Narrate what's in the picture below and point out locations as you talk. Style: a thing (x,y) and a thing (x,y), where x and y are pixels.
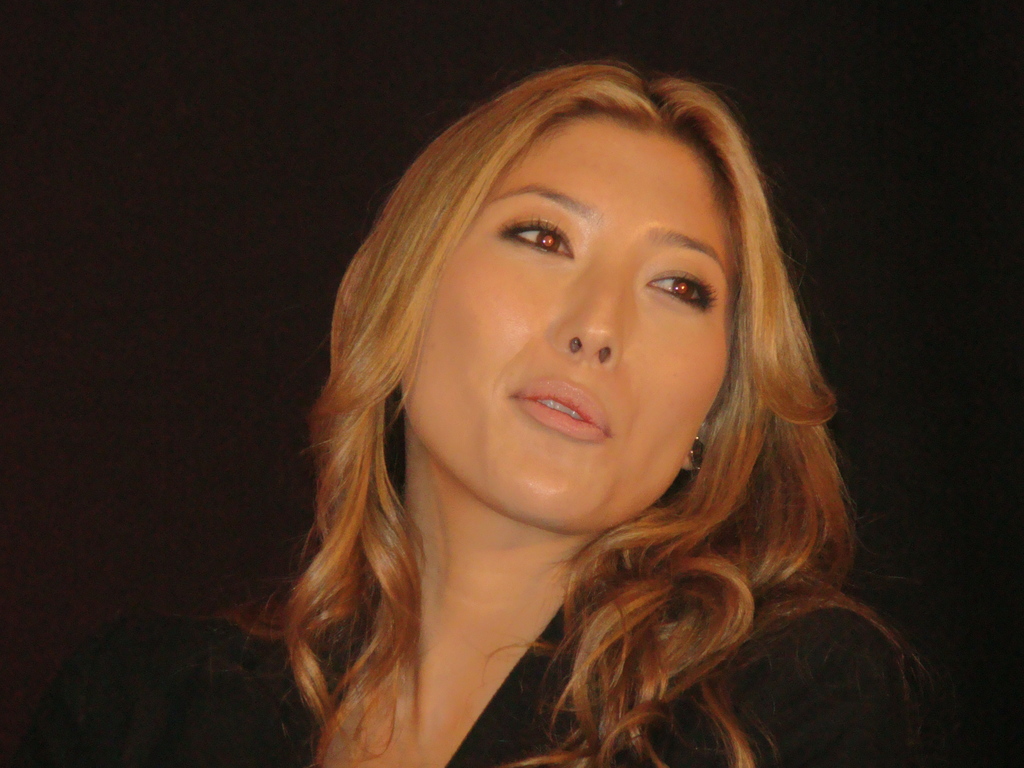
In this picture I can see the face (555,388) of a person (576,398).
